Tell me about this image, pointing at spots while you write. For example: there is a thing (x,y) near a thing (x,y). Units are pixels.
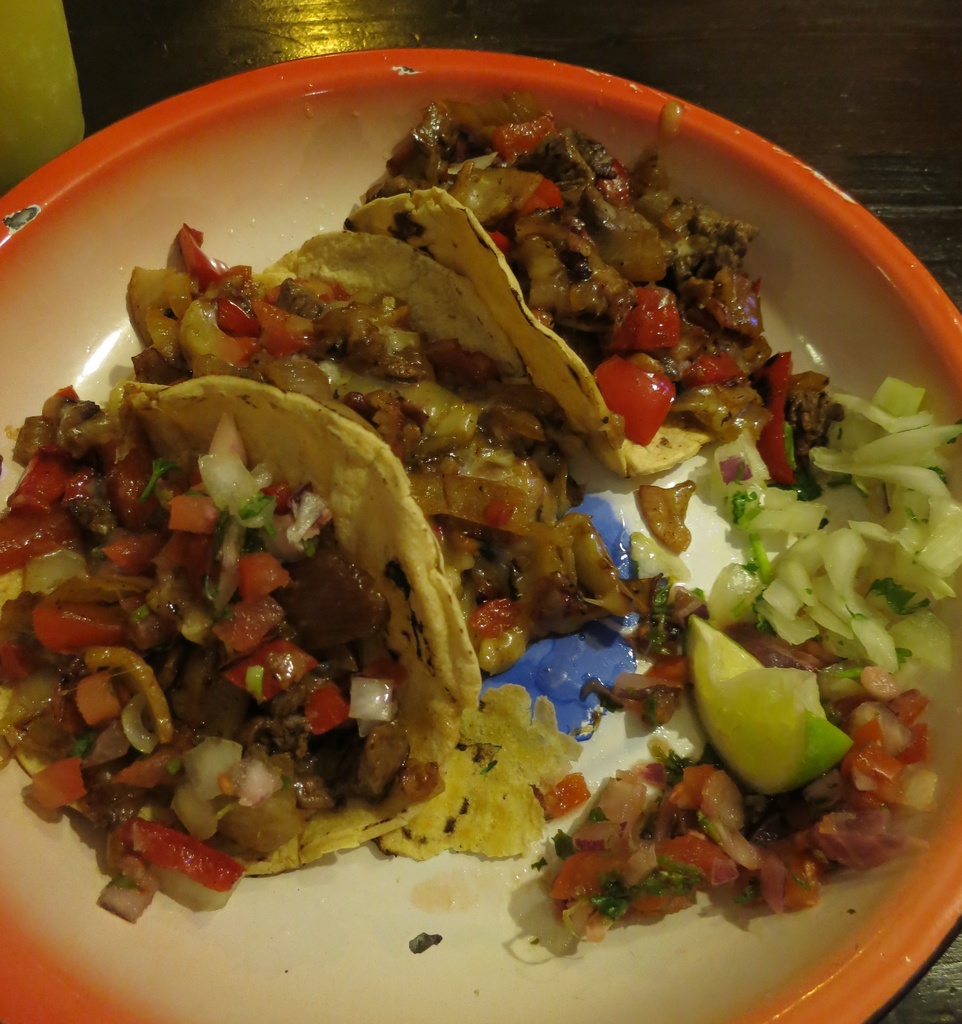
In the center of the image (484,375) we can see food (499,501) on plate (592,636) placed on the table (422,36).
